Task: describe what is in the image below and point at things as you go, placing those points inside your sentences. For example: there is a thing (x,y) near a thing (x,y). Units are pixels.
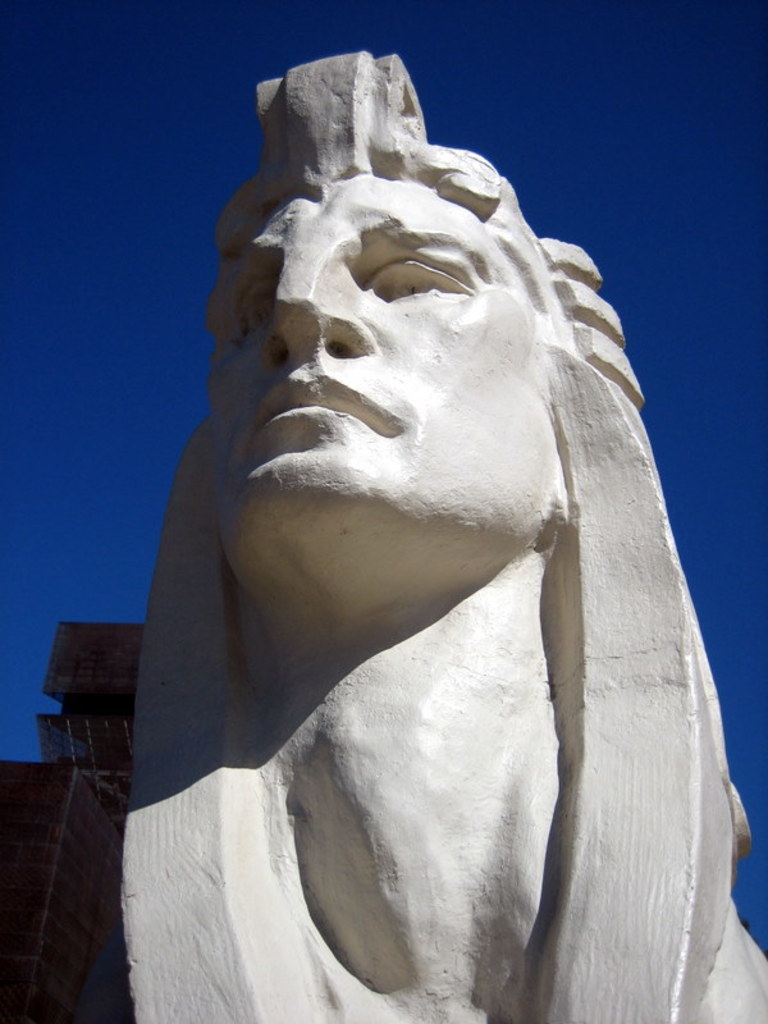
In this image there is a sculpture of a woman (381,590) towards the bottom of the image (527,683), there is a wall (74,864) towards the left of the image (62,830), at the background of the image (168,198) there is the sky (593,121).
